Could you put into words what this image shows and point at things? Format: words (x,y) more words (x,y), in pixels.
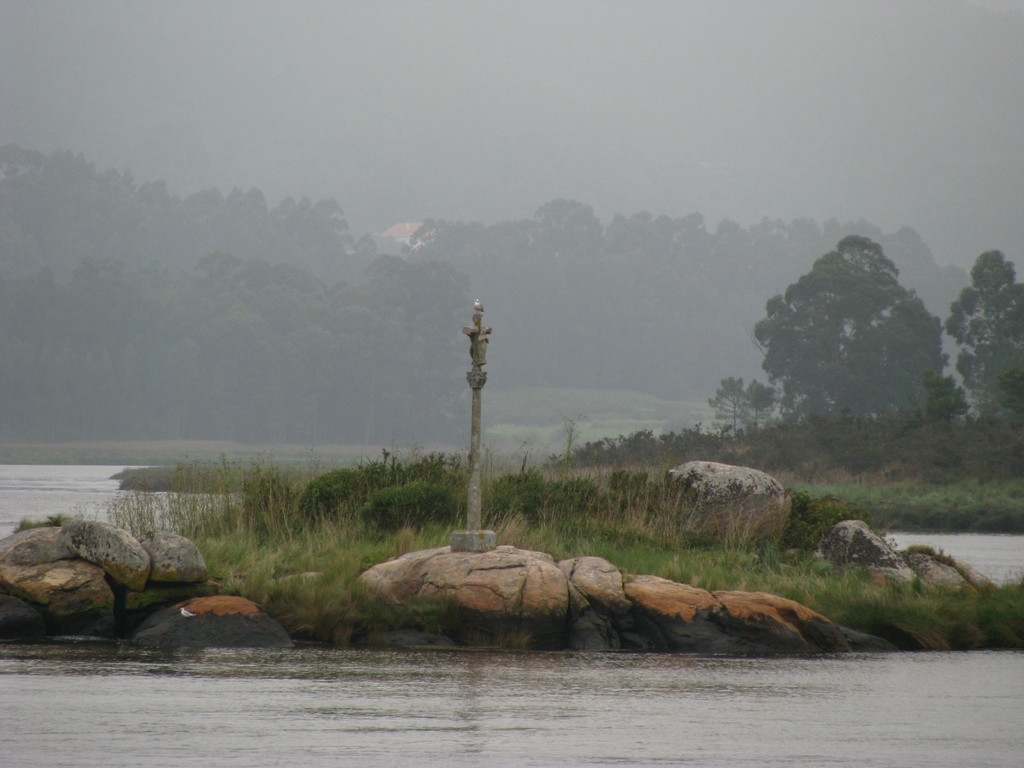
Front we can see water (583,677). Background (972,295) there are trees (938,370), plants (777,446) and grass (332,546).
